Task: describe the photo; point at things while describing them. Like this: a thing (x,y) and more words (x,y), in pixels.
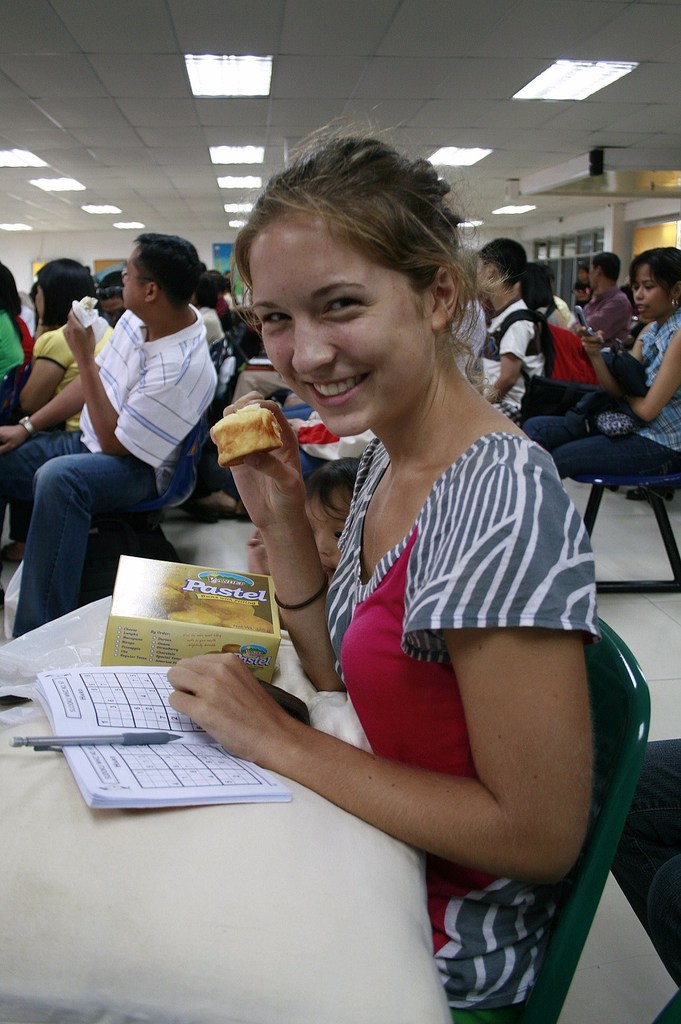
In this image I can see number of people (366,373) are sitting on chairs (1,392). Here I can see she is holding food (254,410), I can also see smile (351,392) on her face (334,362). Here I can see a book (150,778), a pen (48,745) and a box (123,649). In the background (428,93) I can see number of lights (529,207) on ceiling (524,123).
